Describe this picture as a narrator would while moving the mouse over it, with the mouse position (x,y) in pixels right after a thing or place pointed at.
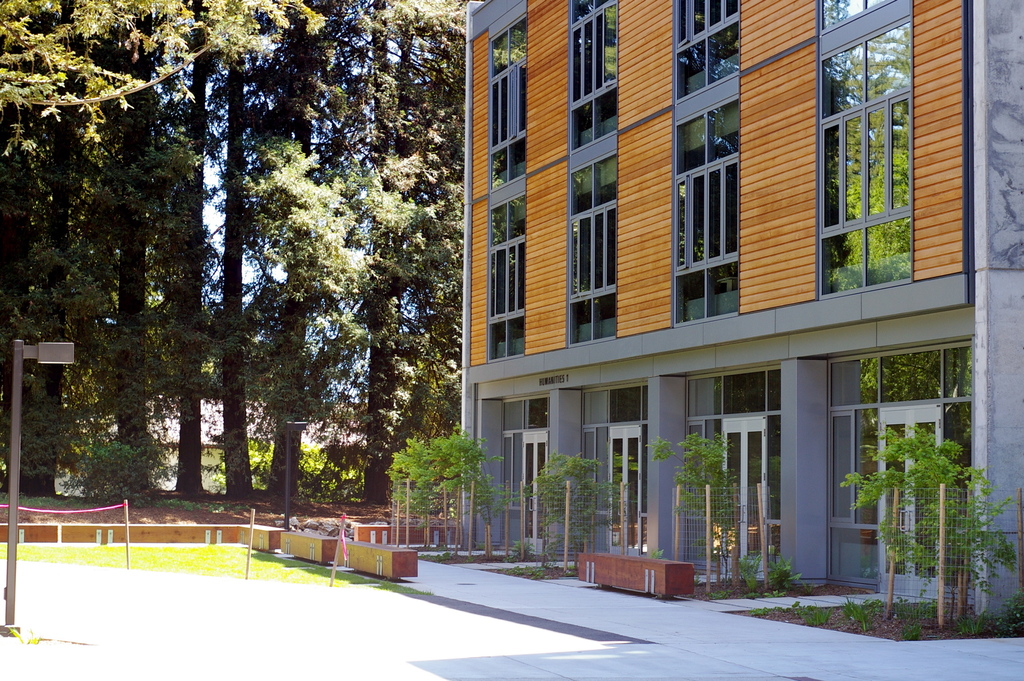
In the picture we can see a building (493,454) with windows (495,217) and glasses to it and near the building (982,594) we can see some plants (926,614) and a path (448,624) with grass surface (226,564) and behind it we can see full of trees (199,192).
